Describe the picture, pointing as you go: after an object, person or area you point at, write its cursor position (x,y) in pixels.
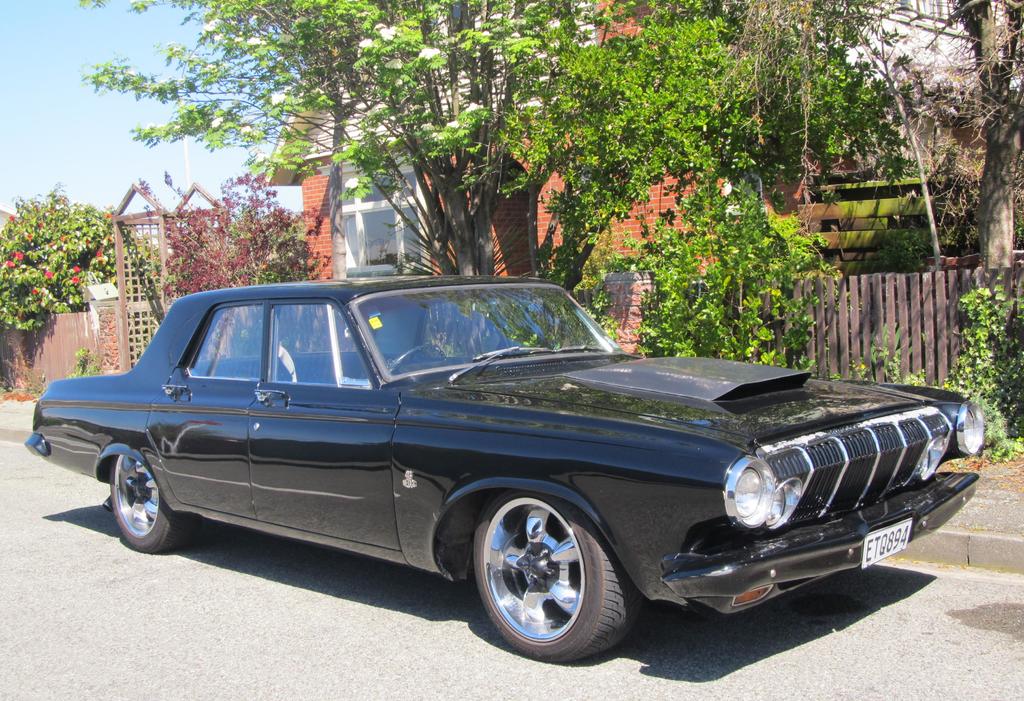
In this image I can see few trees (461,256), house (415,257), windows (356,252), few red color flowers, fencing (891,328) and black color car (470,549) on the road (790,661). The sky (43,111) is in blue and white color.
